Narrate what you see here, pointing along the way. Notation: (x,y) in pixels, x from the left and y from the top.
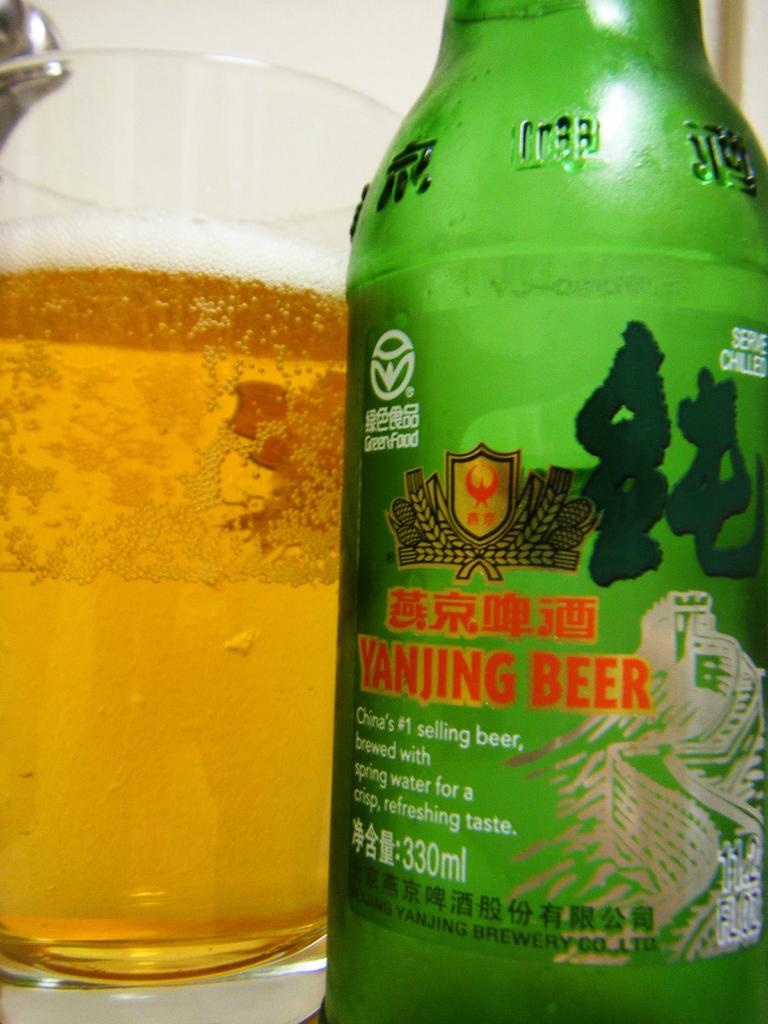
We can able to see a glass (147,469) with liquid (219,438), beside this glass (231,726) there is a bottle (526,673) with sticker (561,658).
